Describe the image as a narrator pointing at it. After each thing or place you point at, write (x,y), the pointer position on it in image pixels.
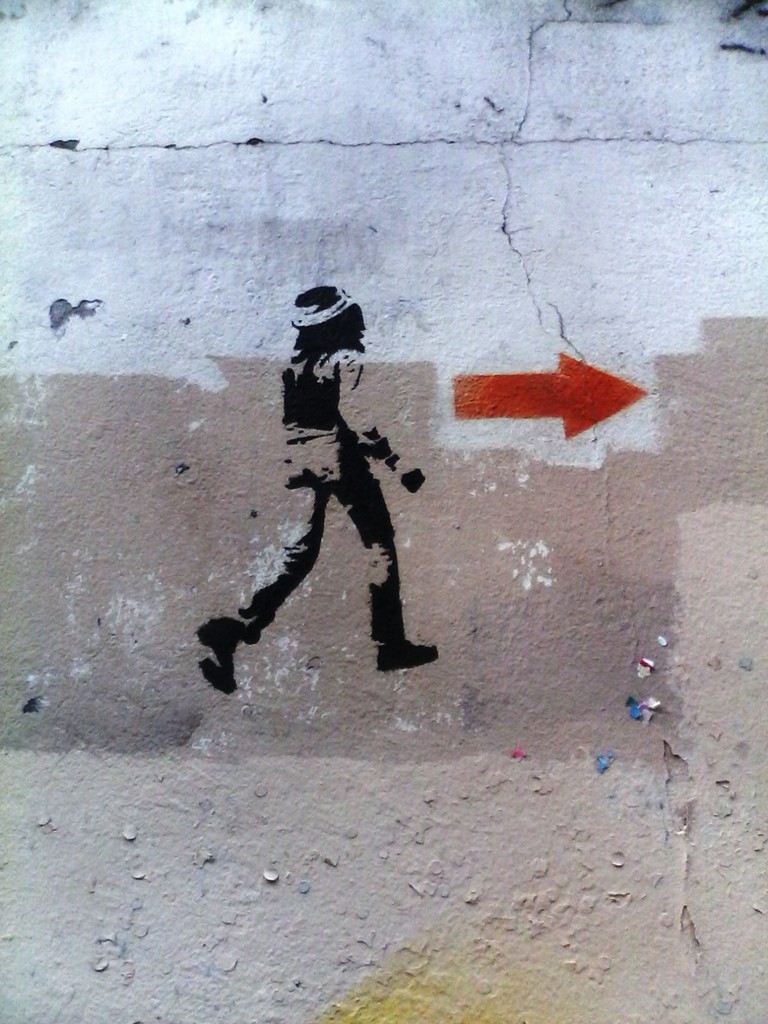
In this picture we can see a small painting (385,611) of a man (380,596) on the white wall (253,645). Beside we can see the red arrow mark (537,382).
